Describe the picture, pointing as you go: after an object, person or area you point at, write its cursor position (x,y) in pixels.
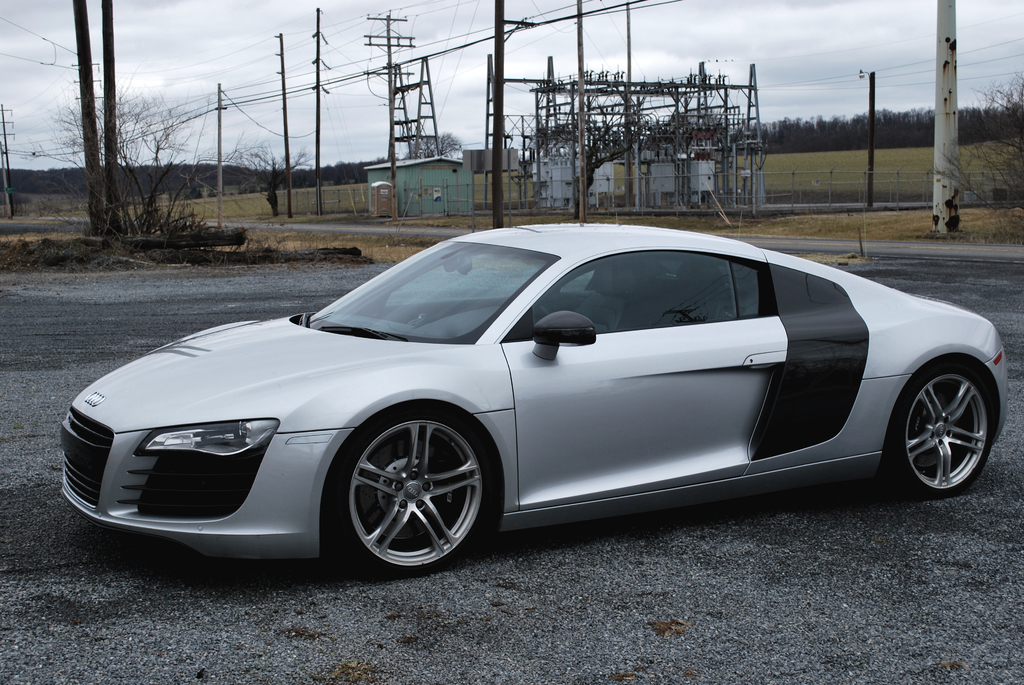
In this image in the center (452,342) there is one car (328,374), and in the background (328,110) there are some towers (680,178), house (446,182), wires (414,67), trees (156,179). And at the top of the image (849,31) there is sky (726,53), and at the bottom (399,599) there is a road (674,608).
